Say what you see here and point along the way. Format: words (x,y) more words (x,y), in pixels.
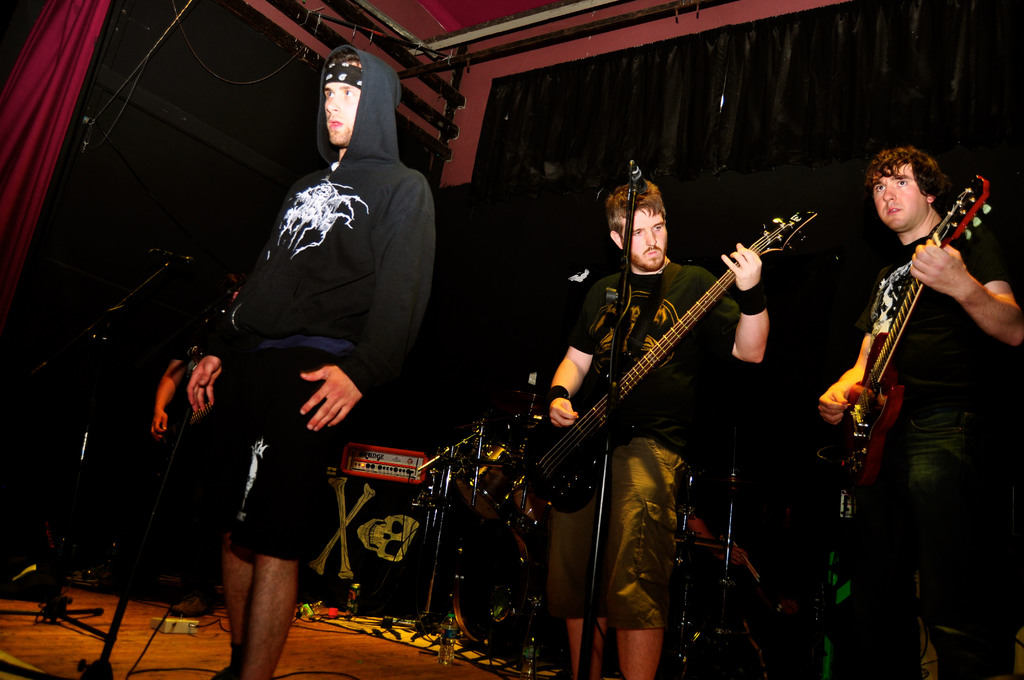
In this picture there are two men (755,328) who are playing a guitar (593,422). There is a man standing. There is a mic (185,264). And musical instruments (464,489) at the background (445,513).
